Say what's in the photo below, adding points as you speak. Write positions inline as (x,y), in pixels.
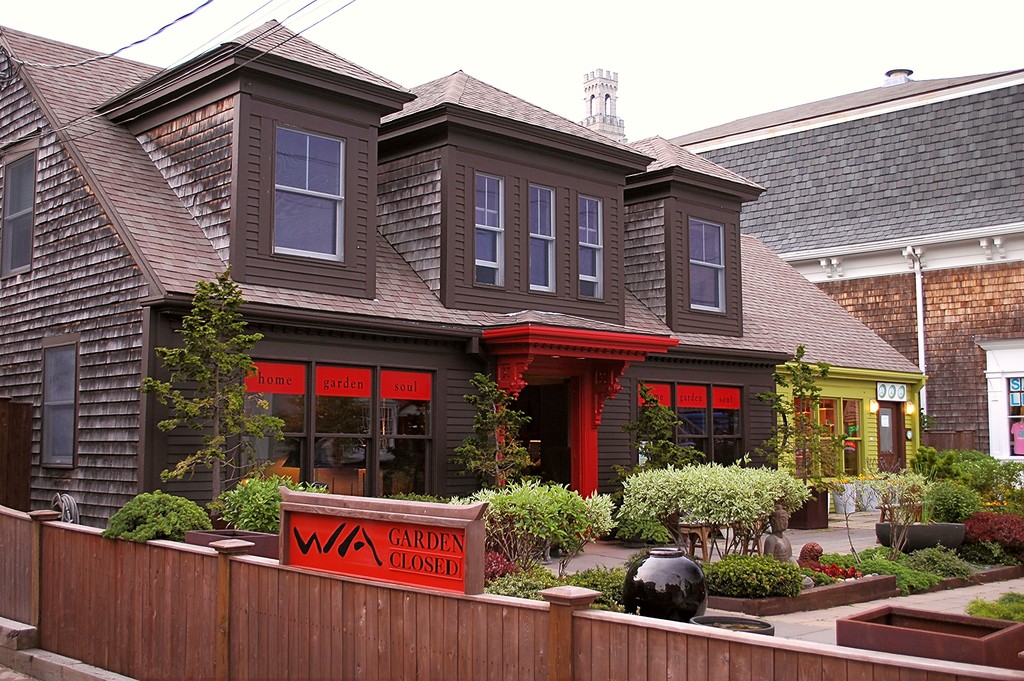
This looks like a house (478,251) with windows (339,187). These are the glass doors (399,370). I can see the trees (650,437) and bushes (663,501). This is the board (366,553), which is placed on the wooden fence (409,598). I can see the sculpture (782,560), which is placed here. This looks like a big flower vase (674,596). Here is a building wall (932,313).
